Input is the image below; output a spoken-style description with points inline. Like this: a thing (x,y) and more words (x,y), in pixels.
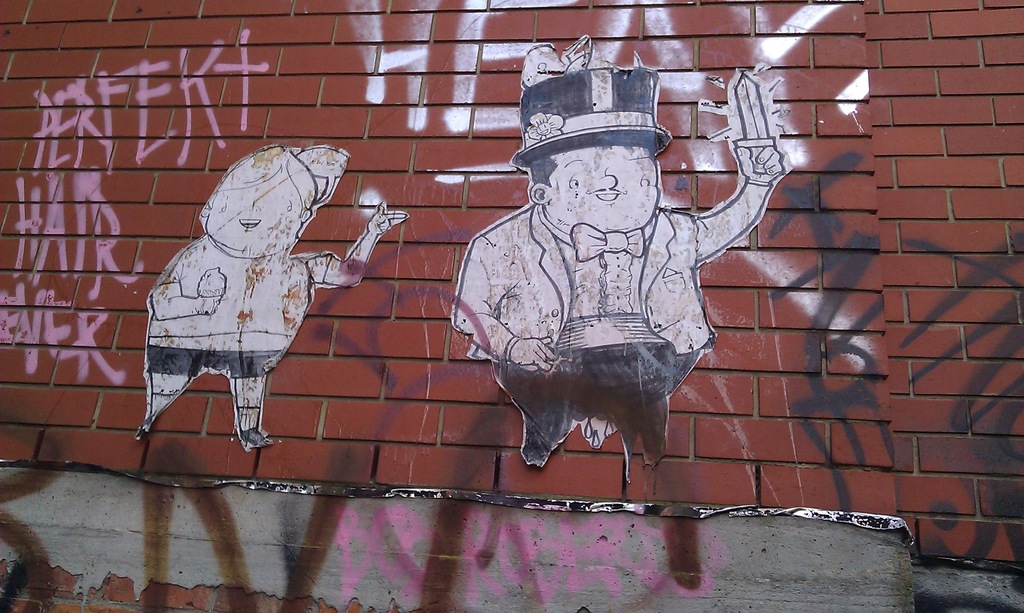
The picture consists of a brick wall (474,223), on the wall (120,168) there are posters (292,262) and graffiti (20,195).
